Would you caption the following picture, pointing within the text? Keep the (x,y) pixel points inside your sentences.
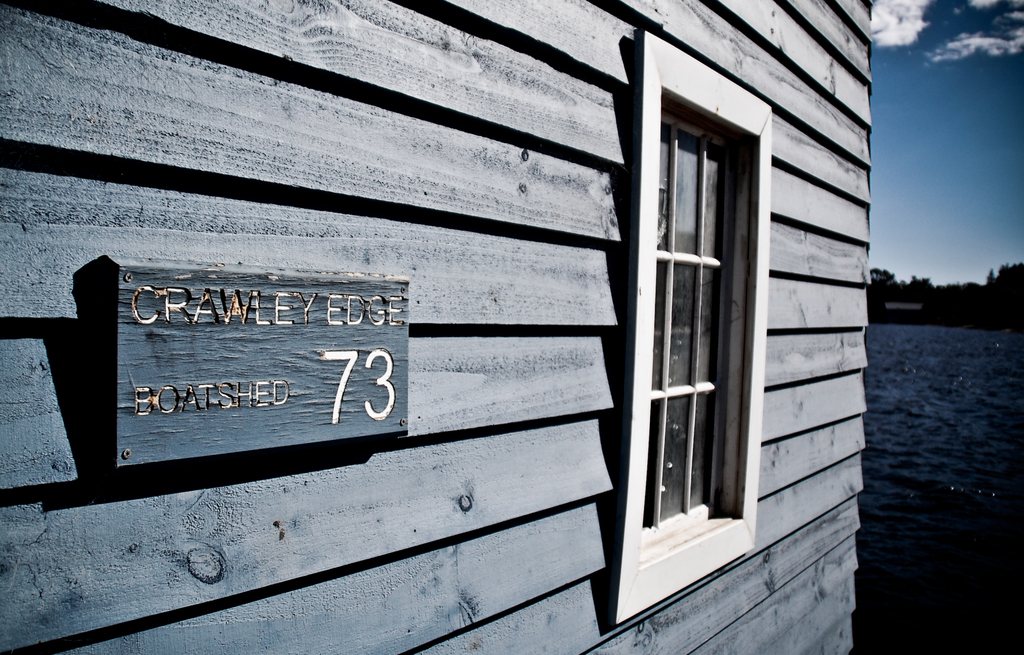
This is the back side image of the building (642,122). In this image at front (707,442) there is a window (667,148). Beside that there is a name board (301,410). Beside the building (838,478) there is river (953,393). At the background (939,318) there are trees (962,298) and sky (923,170).
